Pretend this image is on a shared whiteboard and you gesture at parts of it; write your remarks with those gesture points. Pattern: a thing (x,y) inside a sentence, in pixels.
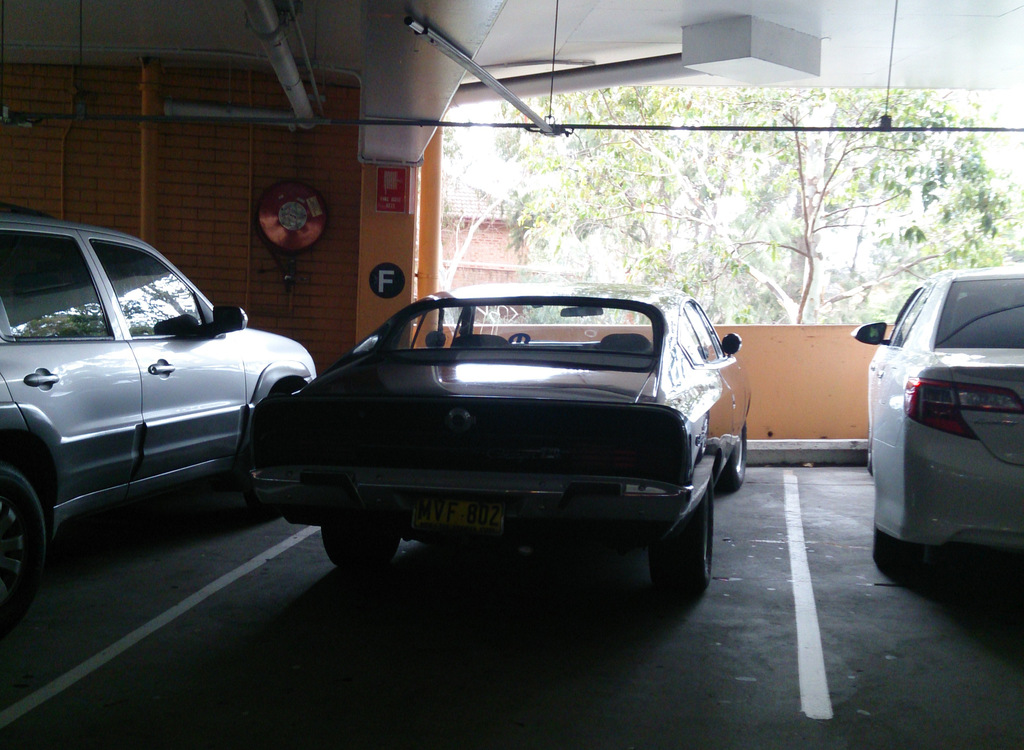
In the foreground of this image (434,468), there are vehicles (880,439). Behind it, there is wall (258,161) few objects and trees (701,194). At the top (502,64), there is a light (430,45), pipes (288,56) and few rod like structures (889,128).
